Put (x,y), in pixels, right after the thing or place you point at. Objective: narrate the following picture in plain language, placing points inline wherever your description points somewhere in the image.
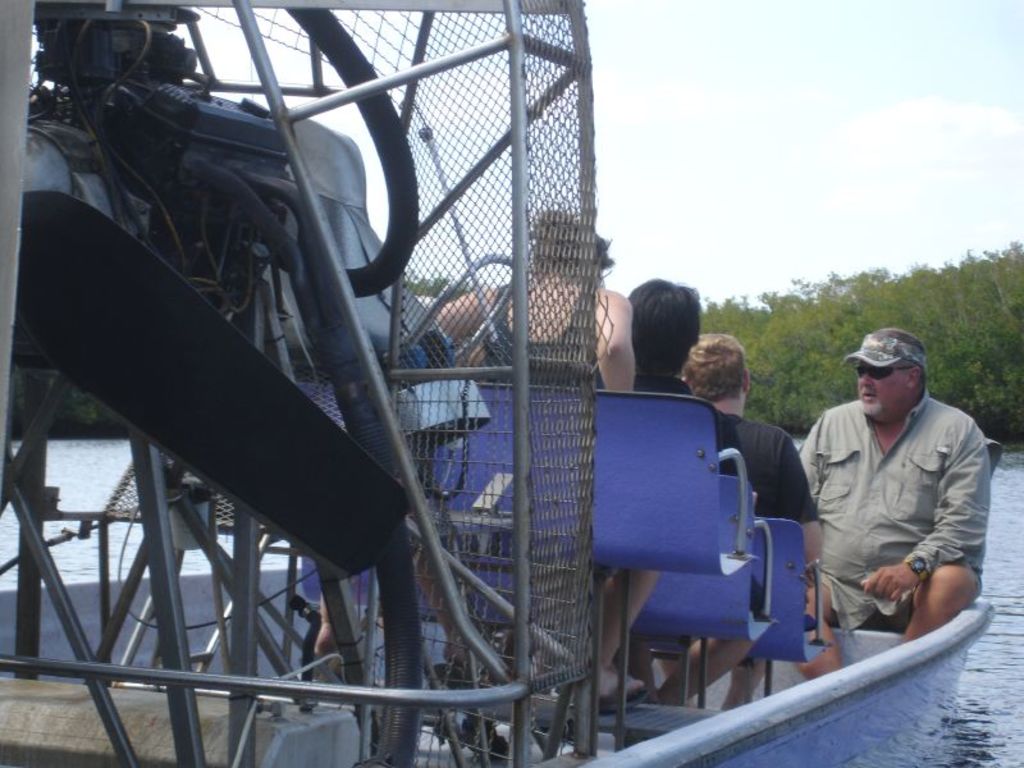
In this image we can see persons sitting in the boat (729,614), iron grill (456,380) and a motor vehicle (304,483). In the background (752,162) we can see sky (807,159) with clouds (863,202), trees (912,291) and water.
